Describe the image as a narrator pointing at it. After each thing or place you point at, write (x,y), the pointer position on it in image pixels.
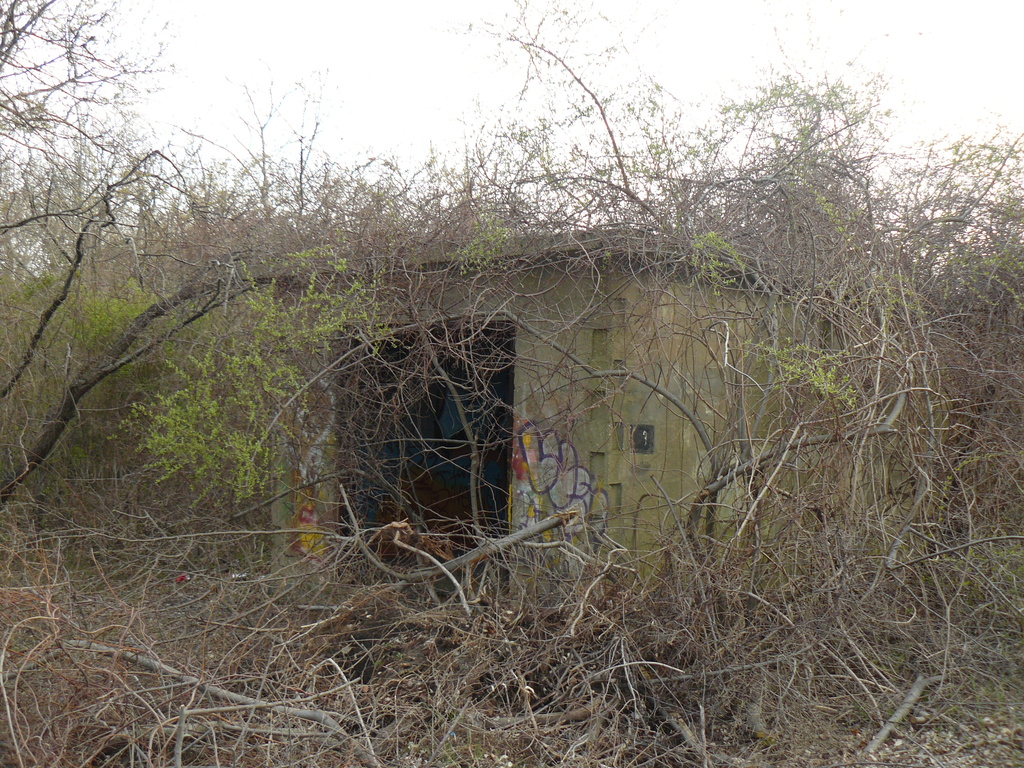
In this image we can see dry trees (1007,313), house (656,232) and the sky (541,43) in the background (377,24).
